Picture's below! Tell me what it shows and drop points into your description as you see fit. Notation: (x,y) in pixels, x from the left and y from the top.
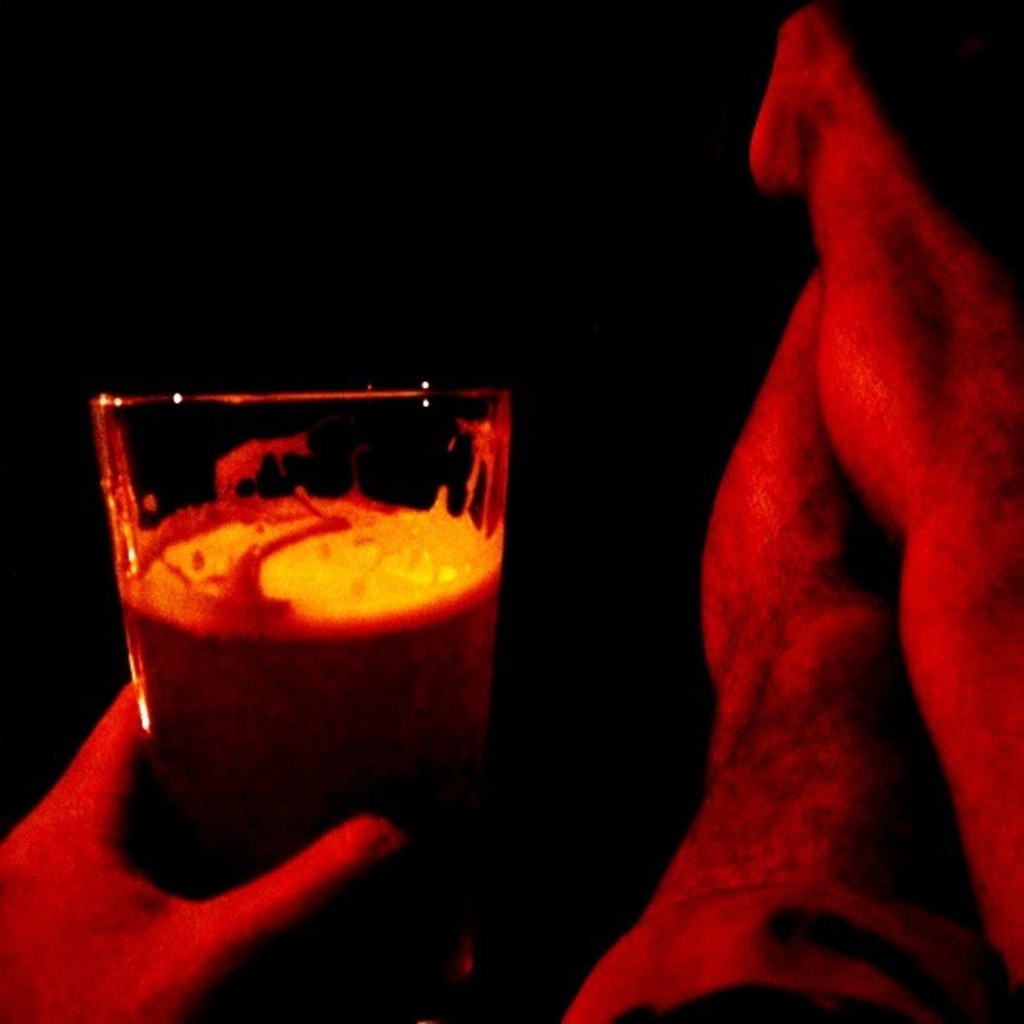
In the foreground of this image (880,436), on the right (876,651), there are legs (854,702) of a person (831,684) and on the left (246,925), there is a hand (110,917) holding a glass (325,681).
